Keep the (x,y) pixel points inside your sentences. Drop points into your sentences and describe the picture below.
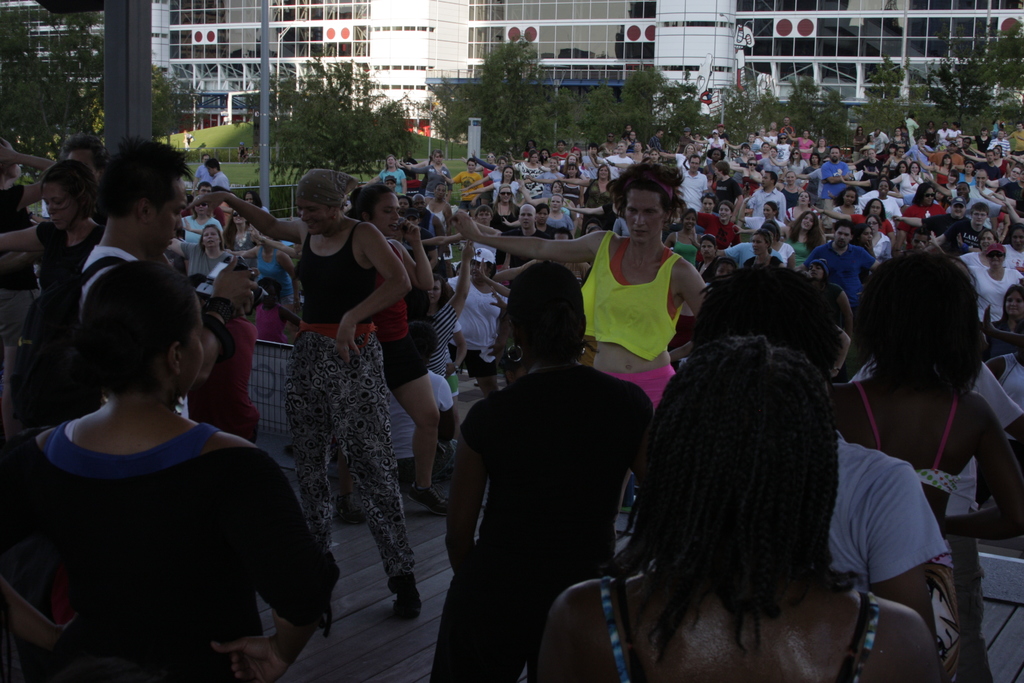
In this image I can see group of people (518,310). Also there are buildings (685,31), trees (394,111), poles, fencing (277,185) and grass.
